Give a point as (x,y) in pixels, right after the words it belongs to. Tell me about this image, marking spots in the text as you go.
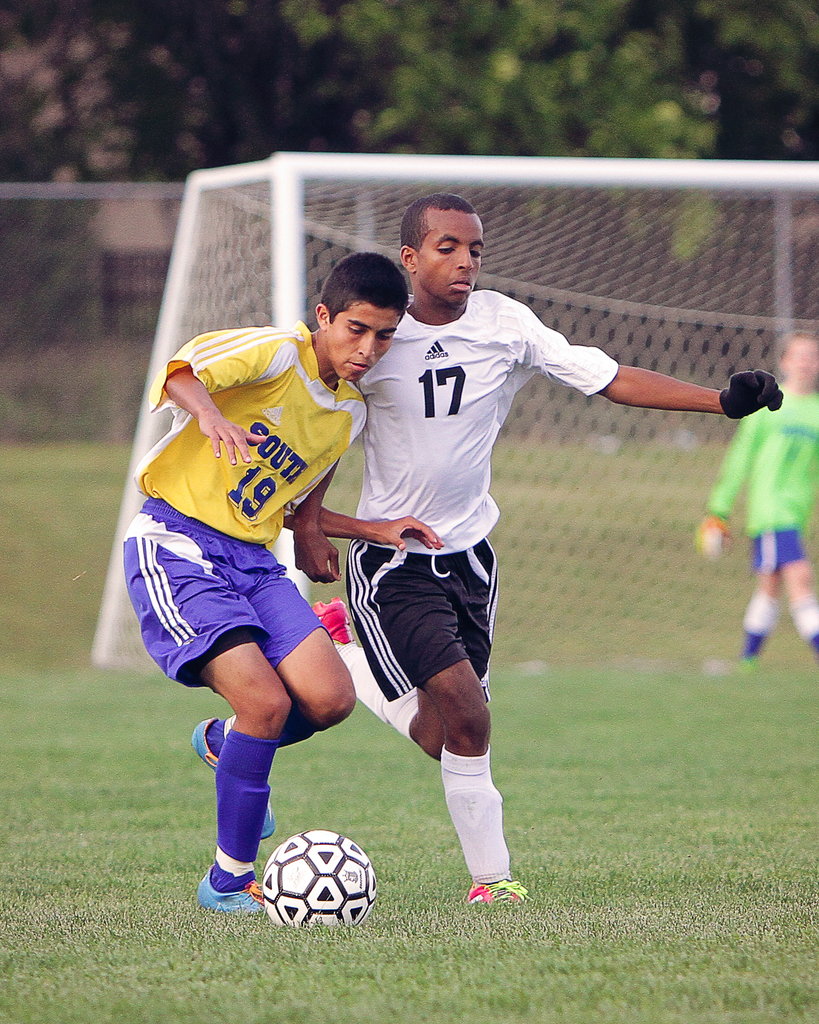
In this picture we can see two men (225,442) running and a ball (336,868) on the ground (443,813) and in the background (757,320) we can see a person (752,517) walking, net (249,222), grass (76,507), trees (72,112) and it is blurry.
